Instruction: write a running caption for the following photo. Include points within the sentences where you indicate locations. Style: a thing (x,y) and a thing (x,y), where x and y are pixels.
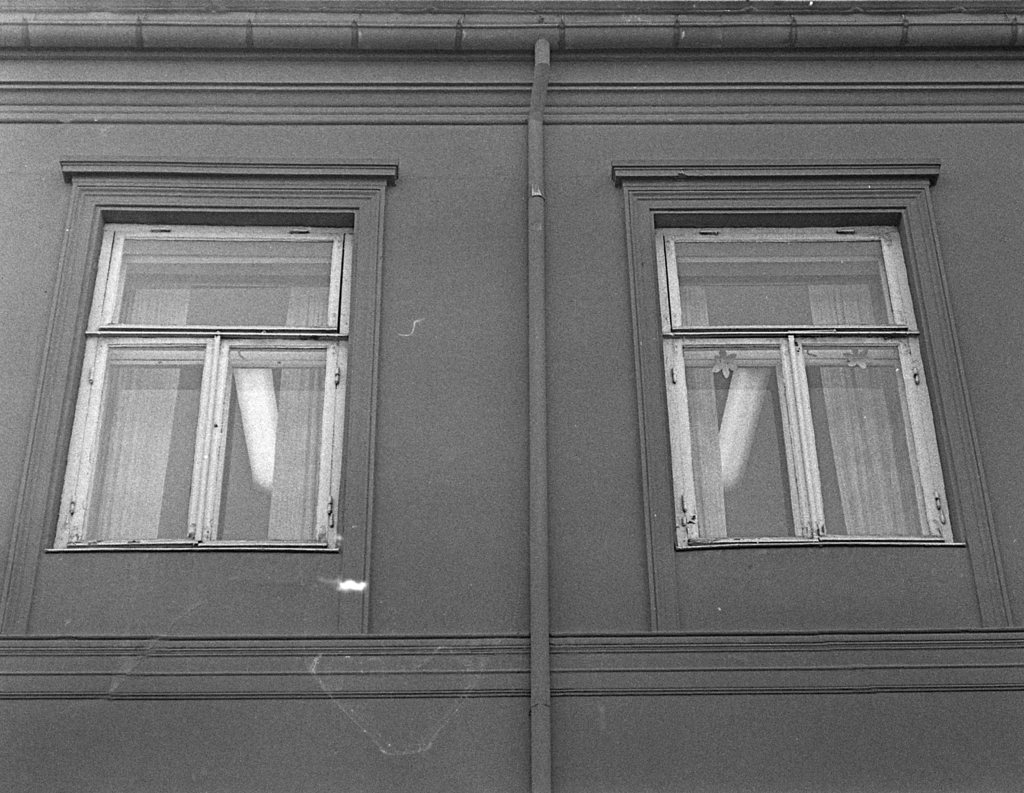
It is a black and white image, there is a building (390,400) and there are two windows (754,518) to that building (379,345).
